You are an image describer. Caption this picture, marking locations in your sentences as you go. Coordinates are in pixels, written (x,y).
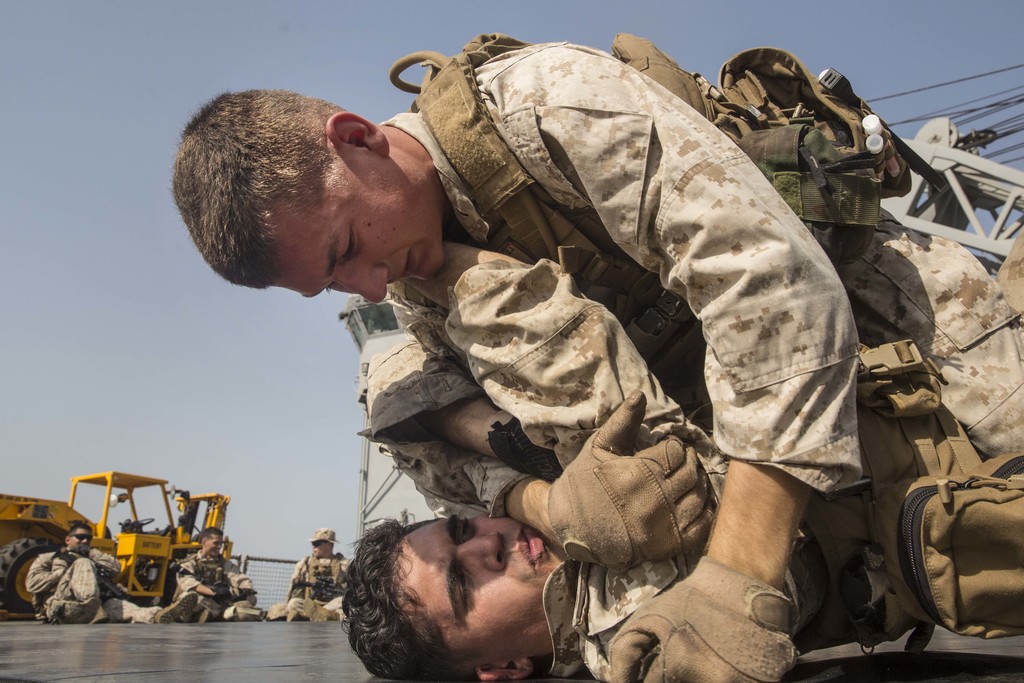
In this picture I can see five persons (499,198), in which there is a person (758,259) lying on the another person (586,321). There is a vehicle (104,547), fence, cables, and in the background (912,4) there is the sky (73,313).
